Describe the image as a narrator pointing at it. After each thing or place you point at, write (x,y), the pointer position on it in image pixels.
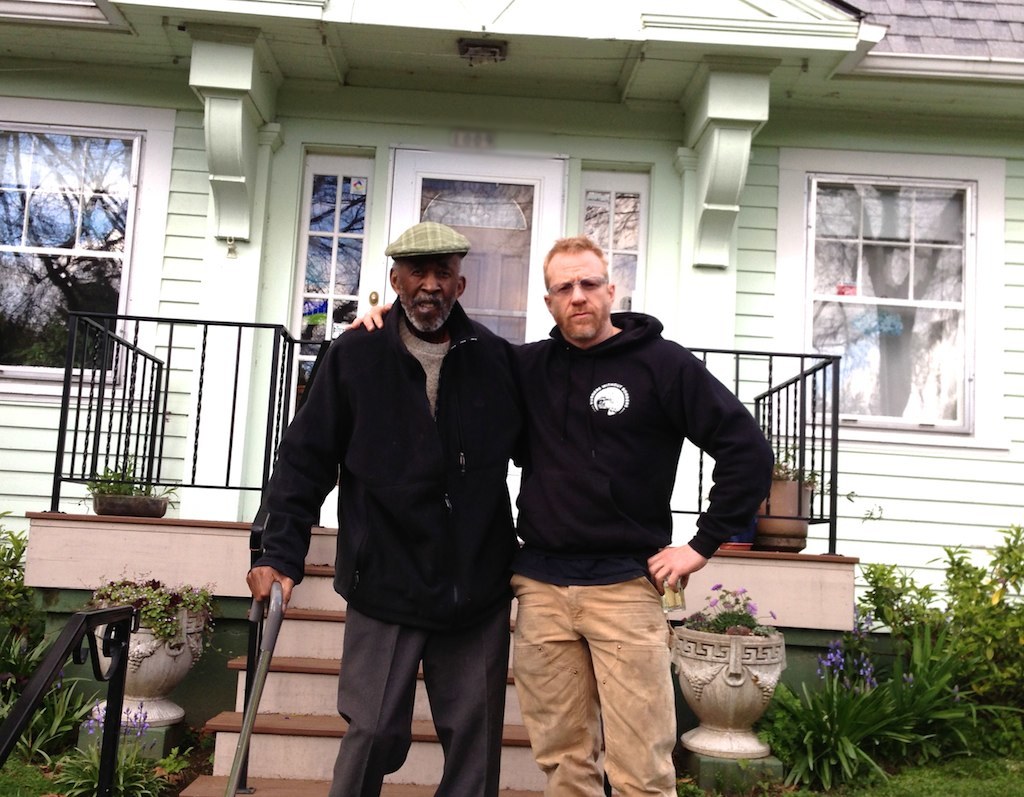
In this image, I can see two men (486,480) standing. In the background (197,207), It looks like a house (704,296) with a door (476,234), windows (103,215), stairs (313,553) and the iron grilles (281,384). I can see the flower pots (743,643) with the plants (738,614) in it. At the bottom of the image (855,733), these look like the Plants (897,727).
